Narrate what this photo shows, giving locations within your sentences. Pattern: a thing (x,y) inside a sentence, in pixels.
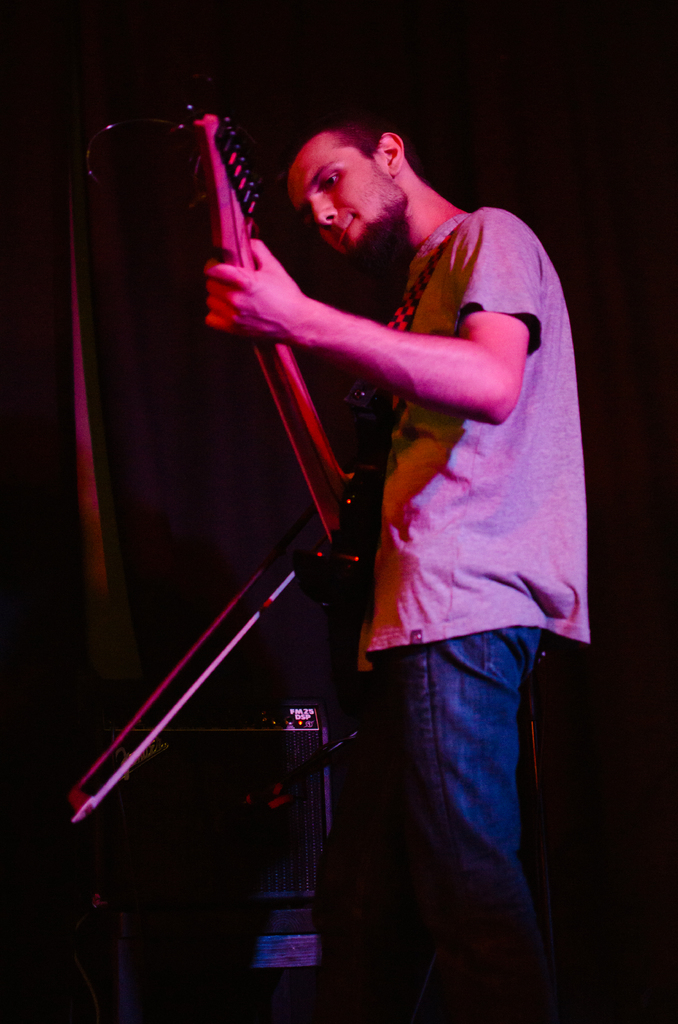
In this image I can see a man (441,363) is playing guitar (317,440).
